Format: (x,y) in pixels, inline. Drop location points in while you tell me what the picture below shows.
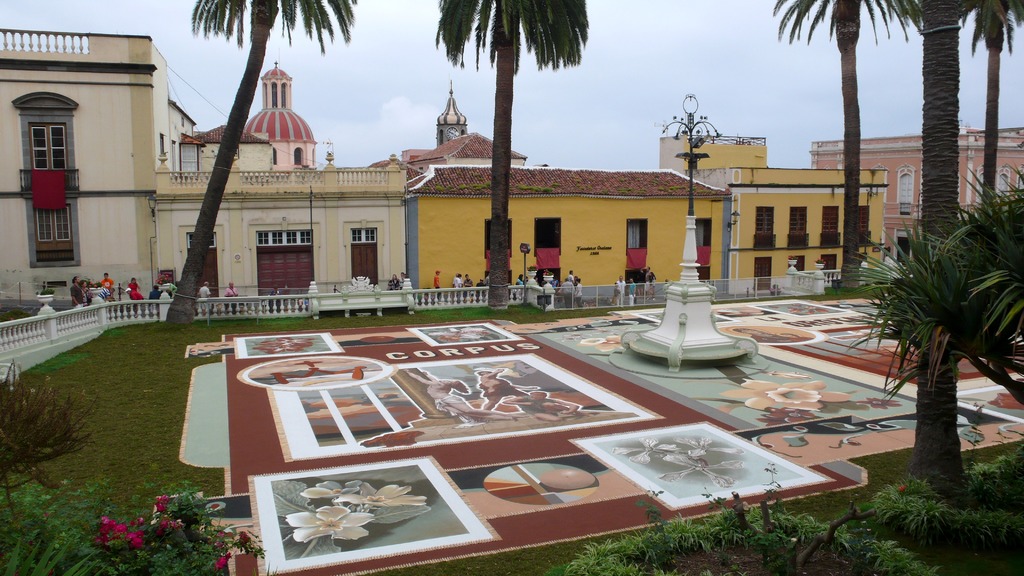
In this image we can see buildings (82,219), people (207,287), trees (933,209), a structure (674,285), fence (799,285), grassy land (857,289) and paintings (601,441) on the land (585,364). At the bottom of the image (37,562), we can see plants (130,539) and flowers (118,526). At the top of the image (718,56), we can see the sky (604,36).
